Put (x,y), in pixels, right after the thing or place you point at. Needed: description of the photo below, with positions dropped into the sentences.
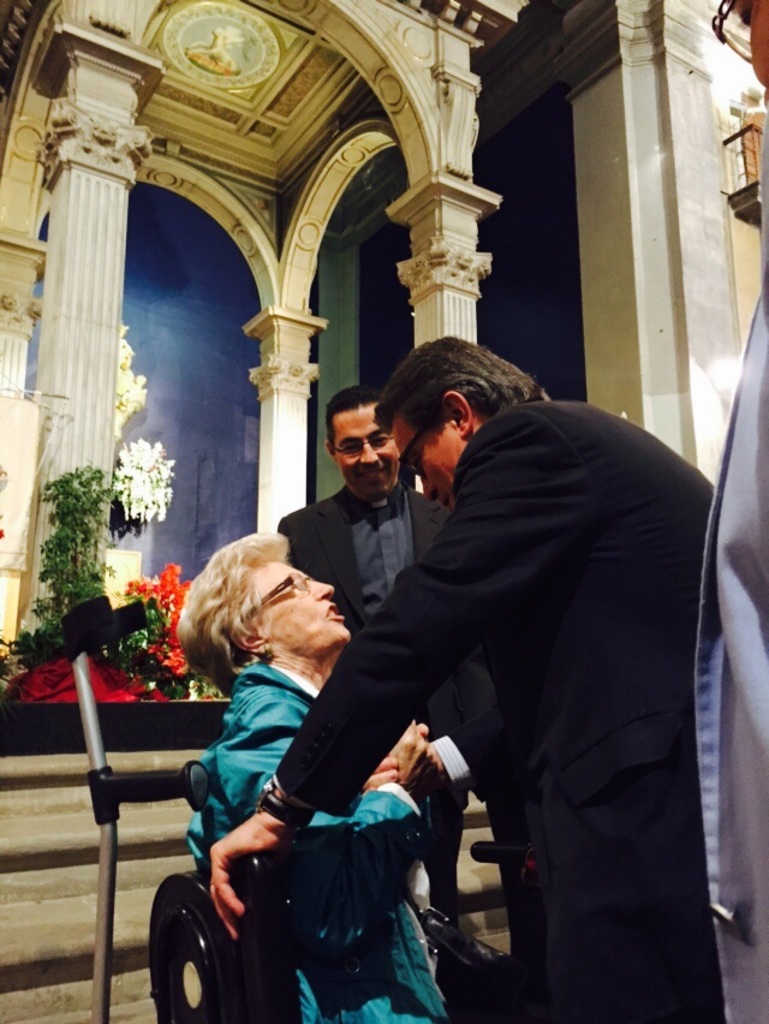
In this picture we can see there are some people (576,1004) are standing and a person (252,761) is sitting. Behind the people (410,681) there are plants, pillars (99,362) and a building (170,560).
